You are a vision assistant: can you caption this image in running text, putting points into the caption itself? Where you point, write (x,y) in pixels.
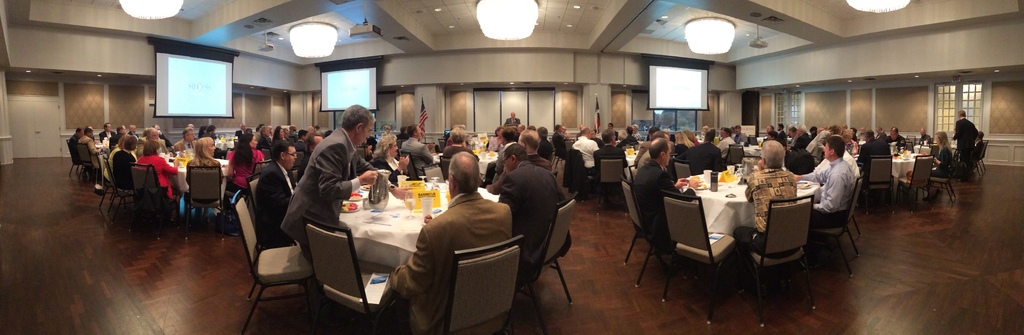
In this image we can see people (850,167) are sitting on the table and having conversation.
